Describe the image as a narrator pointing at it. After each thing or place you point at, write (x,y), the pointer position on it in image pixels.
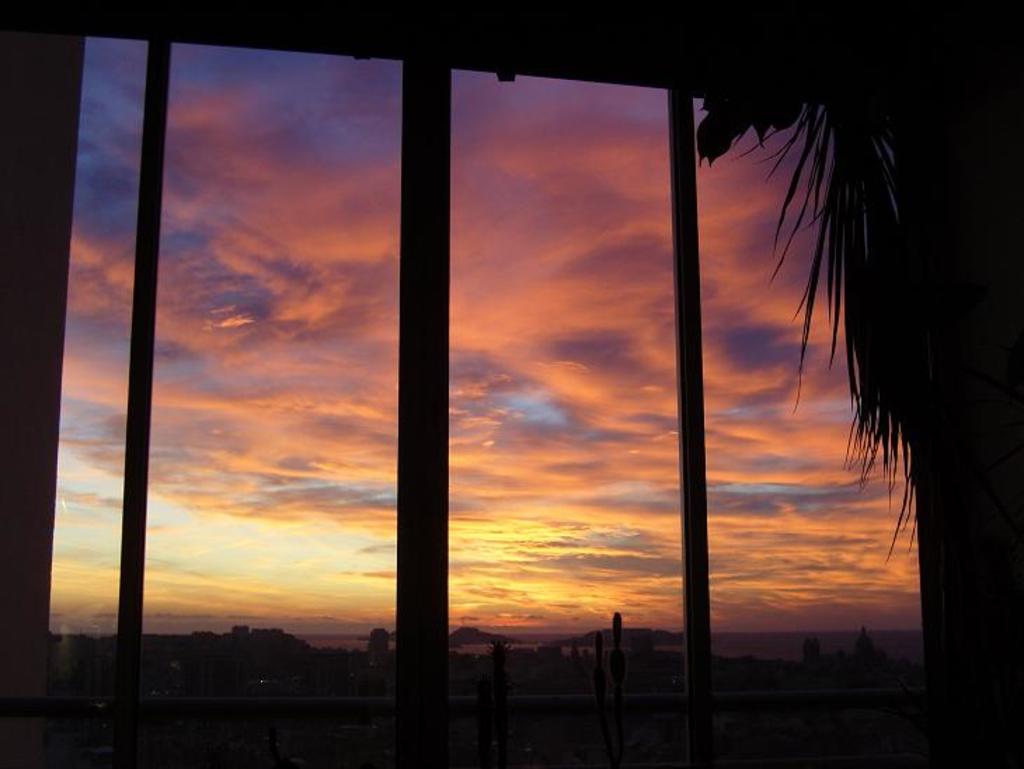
In the foreground of this image (436,597), it seems like a window (799,448) and few leaves (884,206) on the right (876,257). In the background (574,509), there is sky (558,448) and few objects (177,659).
